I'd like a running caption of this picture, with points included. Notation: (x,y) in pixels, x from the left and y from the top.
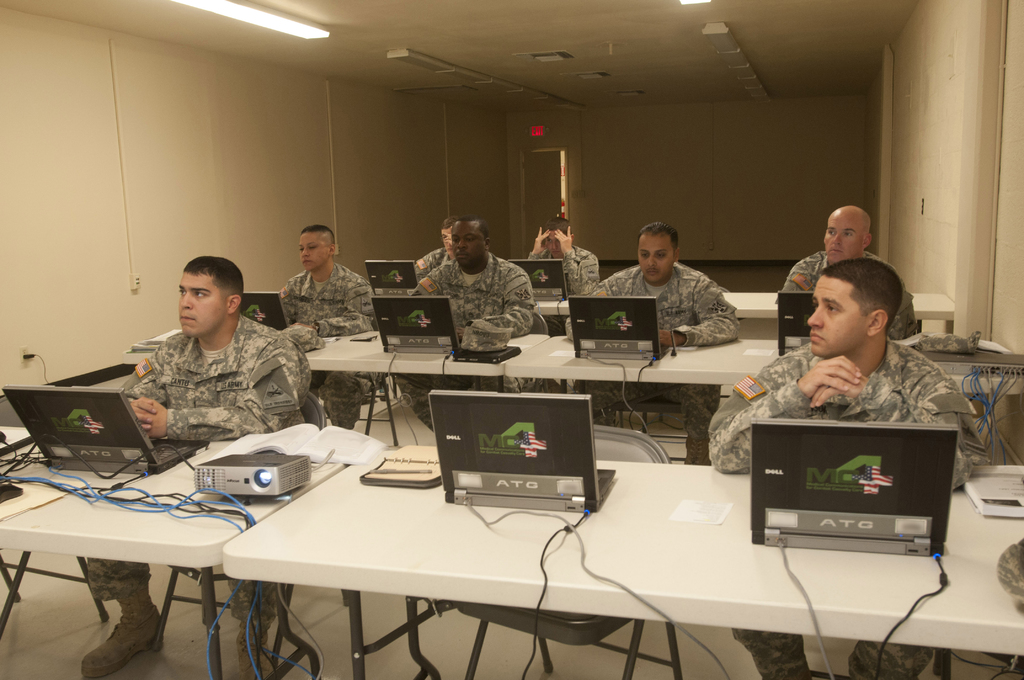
In this image we can see a group of persons (333,275) are sitting, on the chair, they are wearing the uniform (613,393), in front (540,424) here is the table (701,495) and laptop (517,459) on it, here are the wires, at above here is the light (242,19), here is the wall (19,366), here is the door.
